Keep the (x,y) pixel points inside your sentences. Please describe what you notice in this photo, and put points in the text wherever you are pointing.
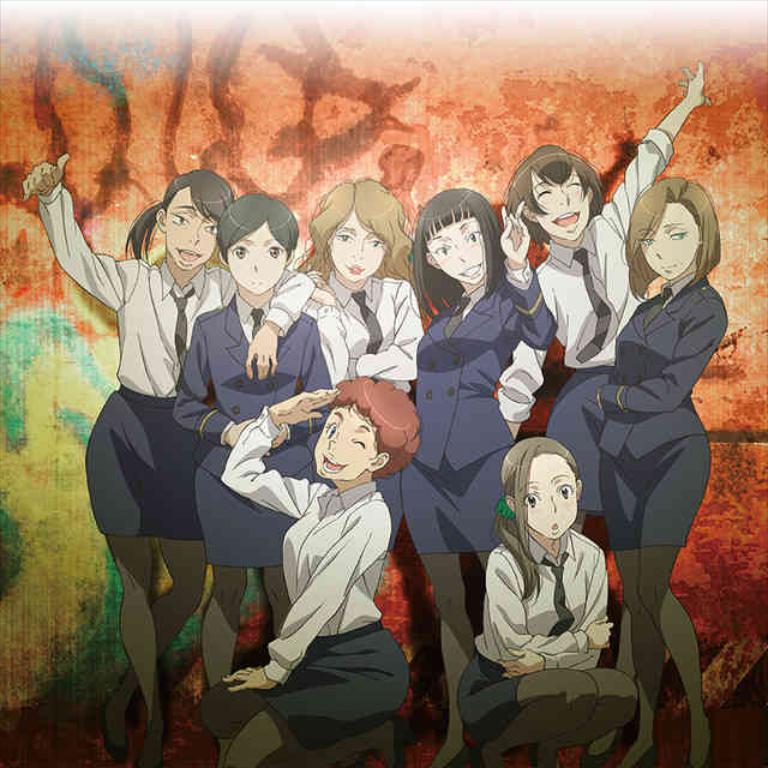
This is animated image in this image in the center (510,324) there are some girls (515,298) who are standing, and two of them are sitting and in the background (59,350) there is a wall (93,334). On the wall (106,139) there are some graffiti (98,203).
